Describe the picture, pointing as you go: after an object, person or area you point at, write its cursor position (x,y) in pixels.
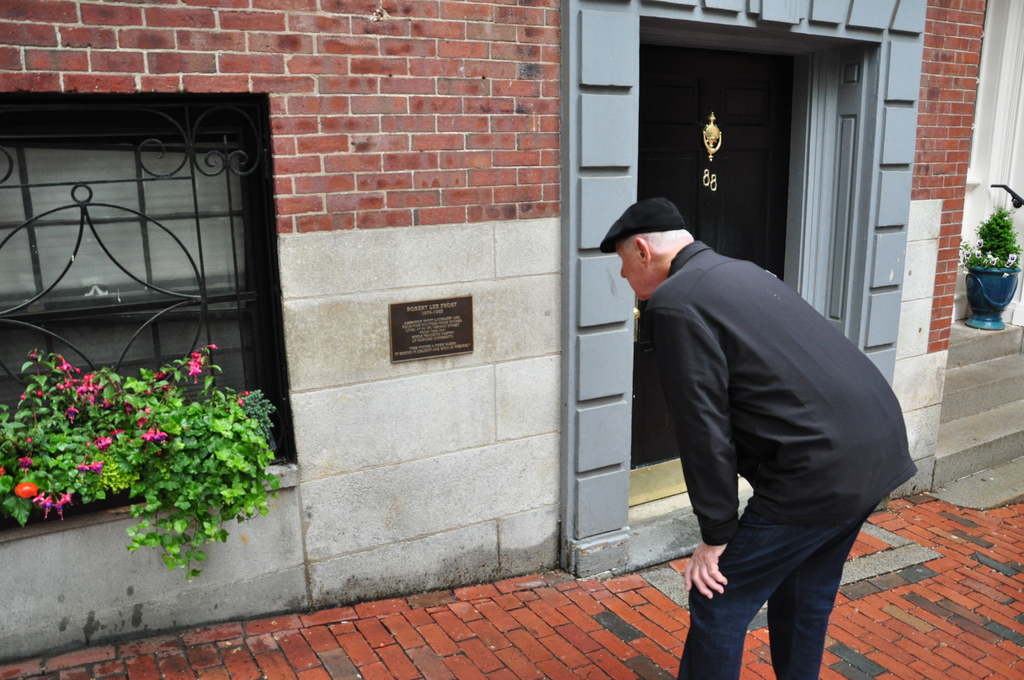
In this image we can see a person (638,254) wearing black dress (760,341) and a cap (671,228) is looking at a sign board (452,306) placed on the wall (415,119) on which a window (285,422) and a door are placed. In the background (32,454) we can see group of plants (247,452) and a staircase (1005,415).
